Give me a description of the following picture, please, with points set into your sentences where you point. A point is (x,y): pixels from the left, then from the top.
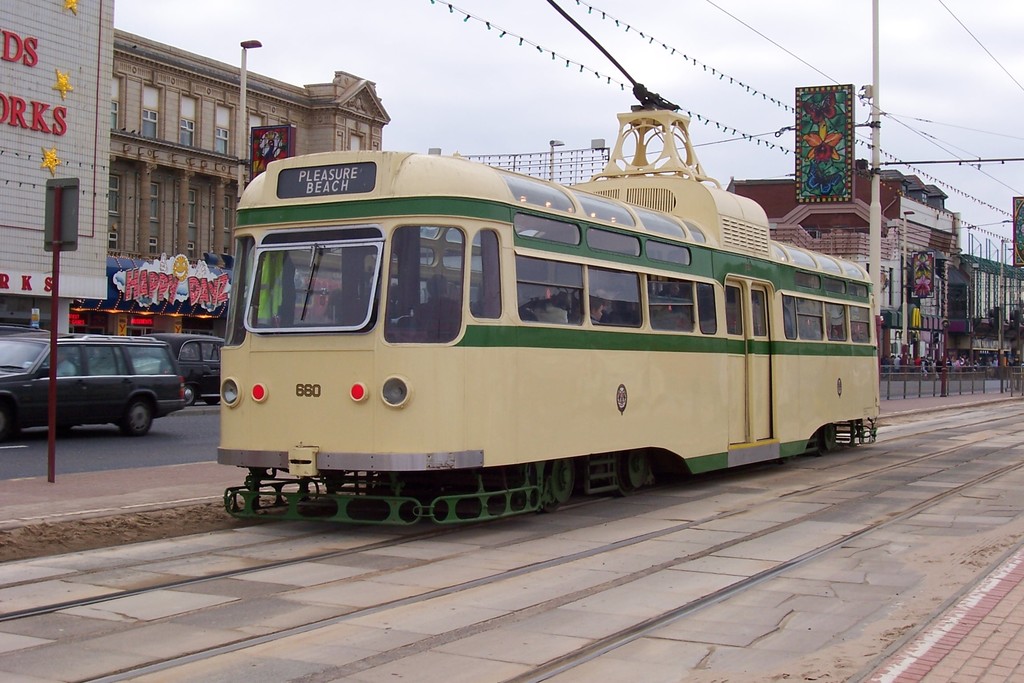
In this image, we can see buildings (935,239). There is a tram (833,314) in the middle of the image (523,297). There is a sign board (71,217) on the left side of the image (62,208). There are vehicles (153,382) on the road (156,437). There is a sky (437,146) at the top of the image (465,66).
